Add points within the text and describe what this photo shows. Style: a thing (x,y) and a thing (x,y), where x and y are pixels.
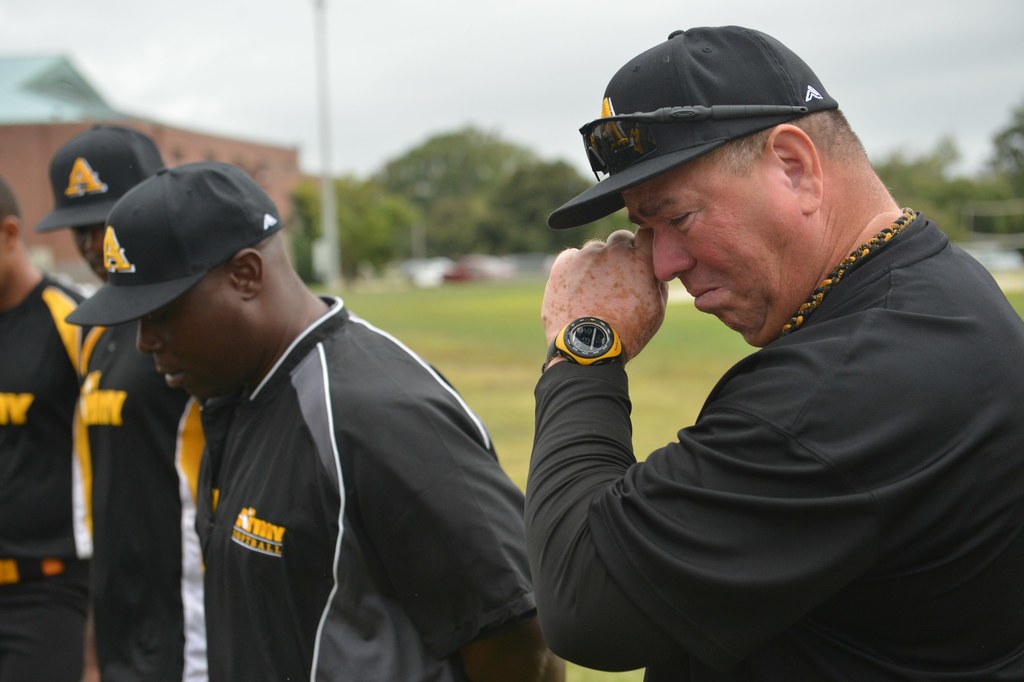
In the image there are few men (306,351) in the foreground (814,342) and the person (609,574) standing on the right side (742,324) is wiping his eyes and the background of the men (62,636) is blur.
